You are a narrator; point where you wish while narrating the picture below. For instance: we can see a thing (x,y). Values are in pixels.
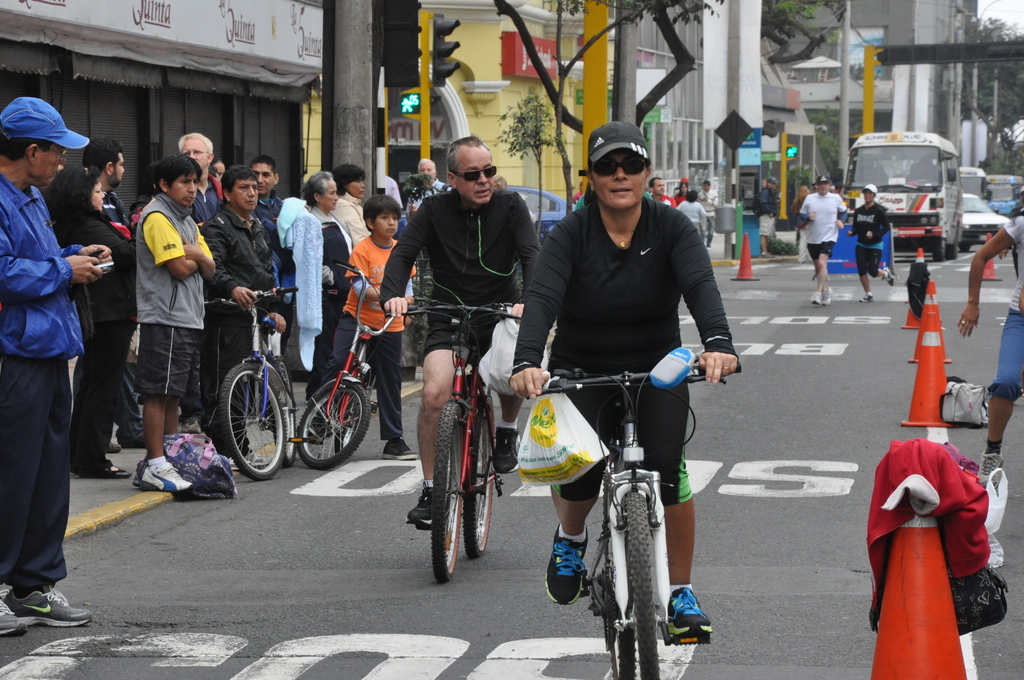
The picture shows two people (615,135) riding a bicycle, two people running on the road (860,365) and we see some people (195,154) standing to a side and we see vehicles (889,189) moving on the road (797,579).
